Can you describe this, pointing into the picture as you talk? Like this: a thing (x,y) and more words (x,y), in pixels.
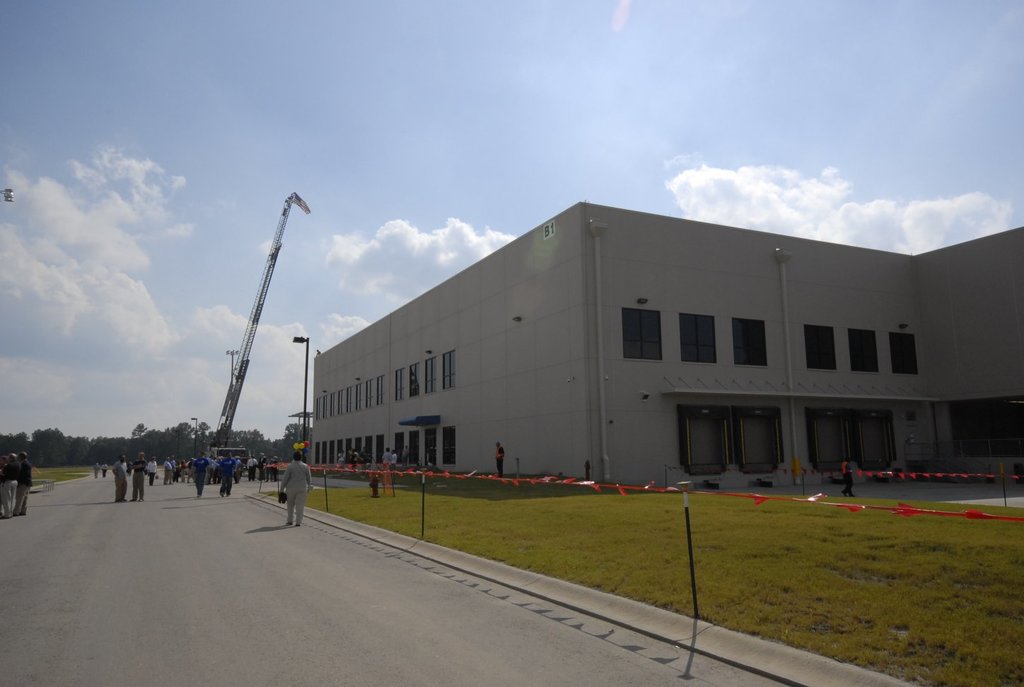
In this image there is one building (633,405) is at right side of this image (701,332) and there is some grass (591,513) at bottom right side of this image (770,577) and there are some persons (271,471) are standing in middle of this image (343,457). There is a crane machine (252,337) is at left side of this image (287,214) and there are some trees (89,444) in the background (210,444). There is a sky (103,189) at top of this image (179,193). There is a road (237,556) at bottom left side of this image (265,581).
